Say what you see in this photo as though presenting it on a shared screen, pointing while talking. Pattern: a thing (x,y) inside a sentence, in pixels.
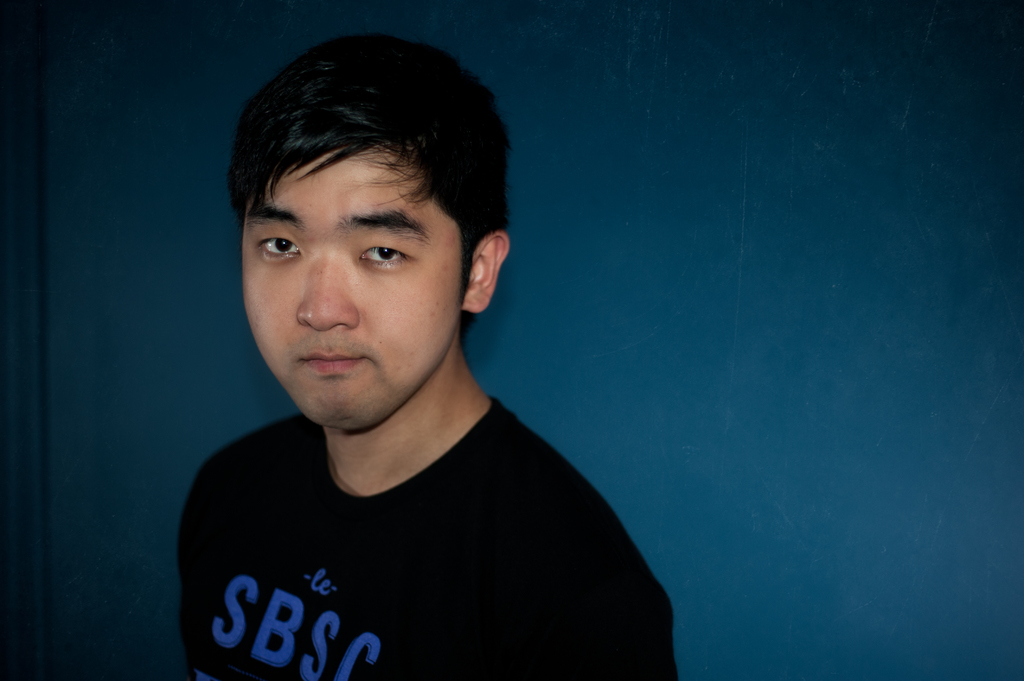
On the left side (317,170), there is a person (531,580) in a black color t-shirt (508,550). And the background (918,298) is blue in color.
